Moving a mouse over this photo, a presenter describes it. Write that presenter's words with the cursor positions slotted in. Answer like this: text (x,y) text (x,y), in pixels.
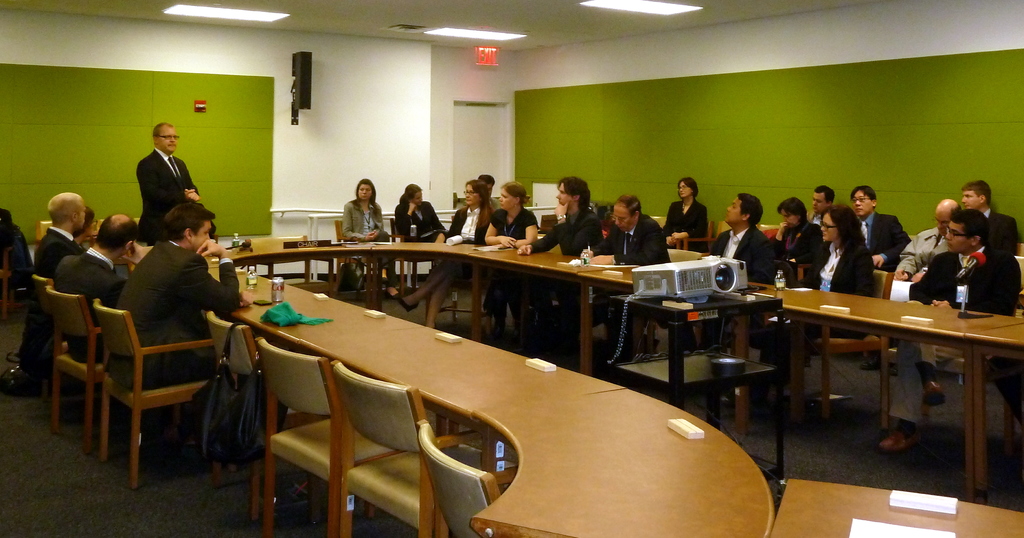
In this picture we can see some persons (421,275) sitting on the chairs (416,417). This is the table (628,464). And these are some electronic devices (671,274) on the table (633,444). Here we can see a man (182,163) who is standing on the floor (732,414). He is in suit (172,181) and he has spectacles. On the background (363,115) there is a wall (369,104) and these are the lights (650,1).
